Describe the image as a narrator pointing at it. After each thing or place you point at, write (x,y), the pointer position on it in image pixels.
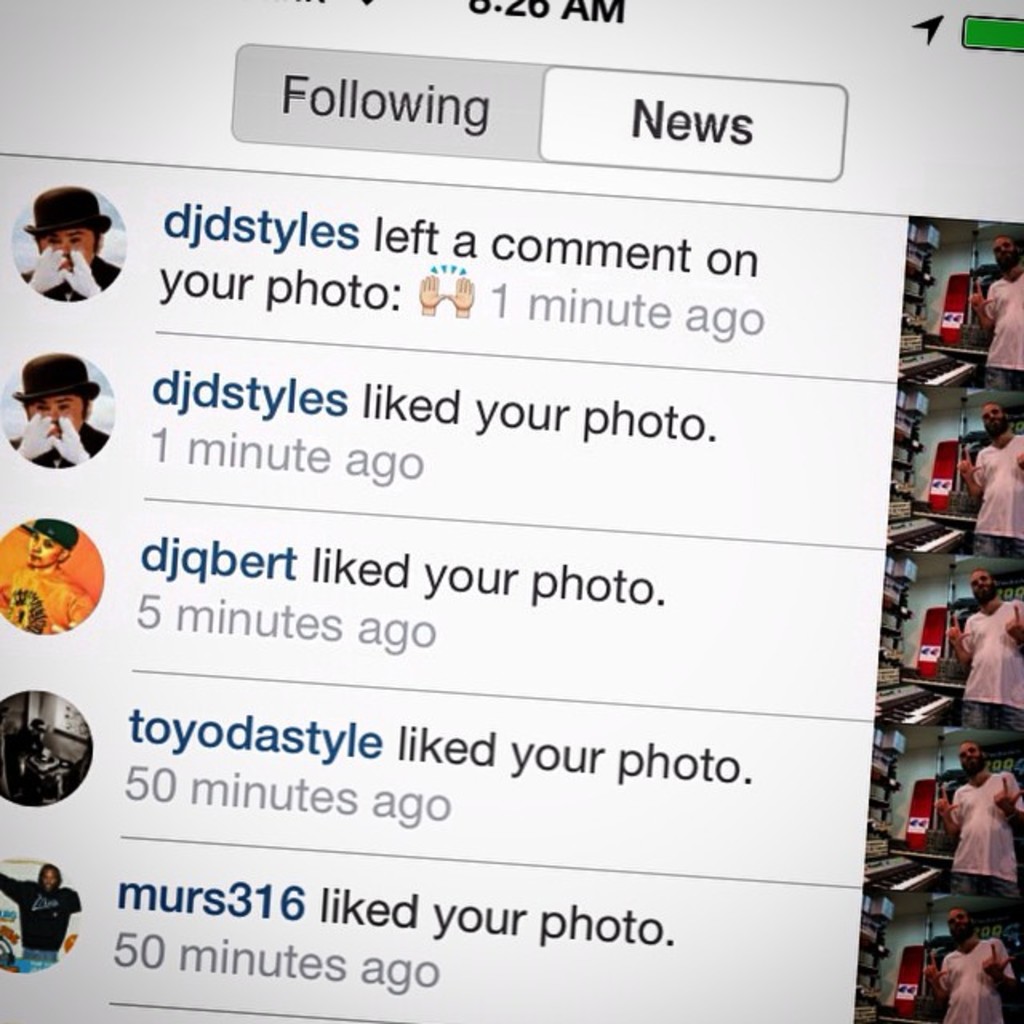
In this image on the left (60,250) there are profile pictures (29,869) of many people (84,448). On the right (971,326) there are pictures (976,801) of a man (998,548). In the middle (459,569) some texts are there. This is a screenshot of a screen (324,572).
